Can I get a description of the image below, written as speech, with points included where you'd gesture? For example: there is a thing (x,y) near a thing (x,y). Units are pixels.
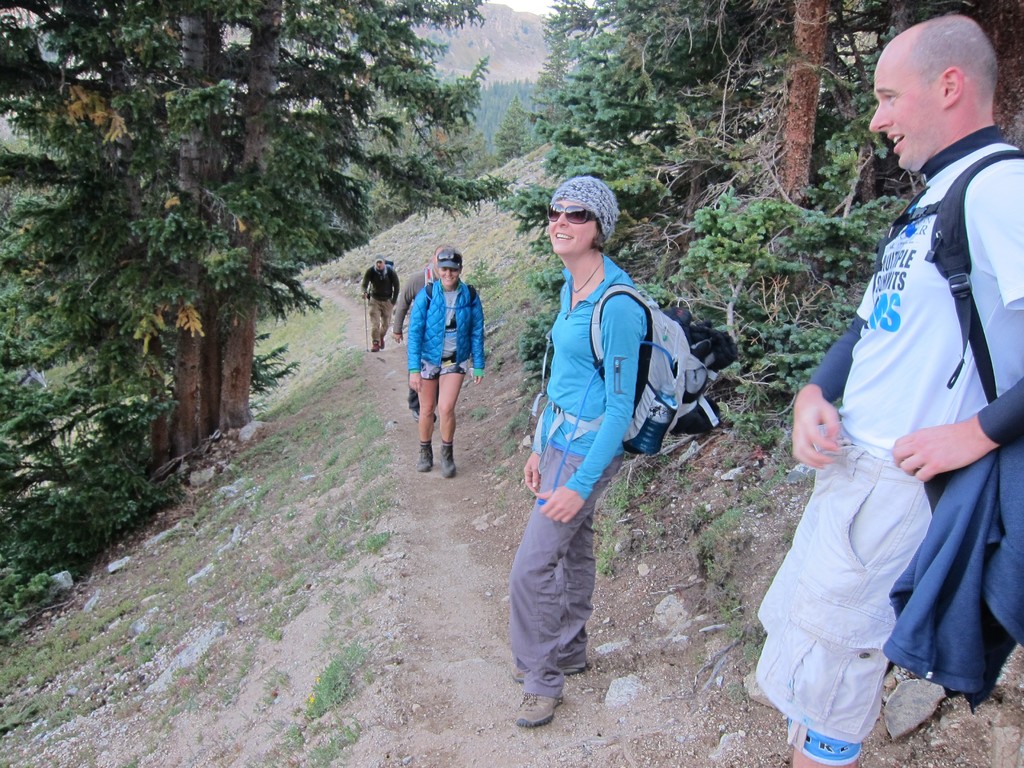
In this picture, we can see a few people (578,317), and we can see the ground (350,568) with some stones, grass (199,546), trees (133,388), plants (544,310), and we can see mountains (502,14) and the sky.
